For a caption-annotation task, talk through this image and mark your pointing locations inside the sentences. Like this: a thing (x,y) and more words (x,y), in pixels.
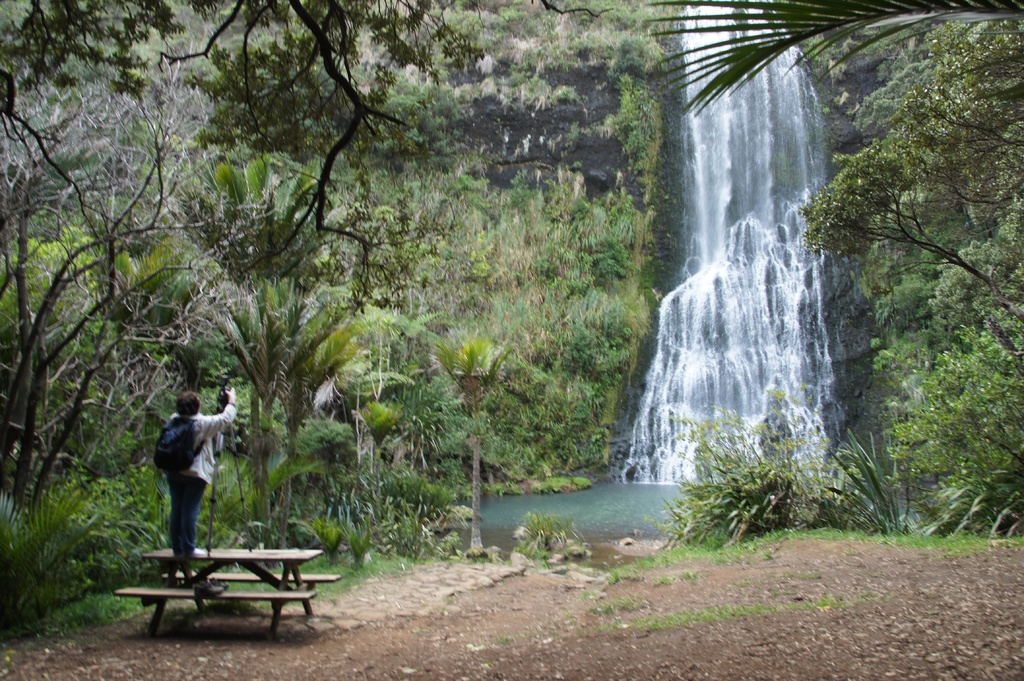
This consists of a person (191,521) standing on a bench (240,574) and wearing a bag pack (182,453). In the middle (680,408) there is waterfall (752,237). In the background (315,176), there are many trees (450,355).
